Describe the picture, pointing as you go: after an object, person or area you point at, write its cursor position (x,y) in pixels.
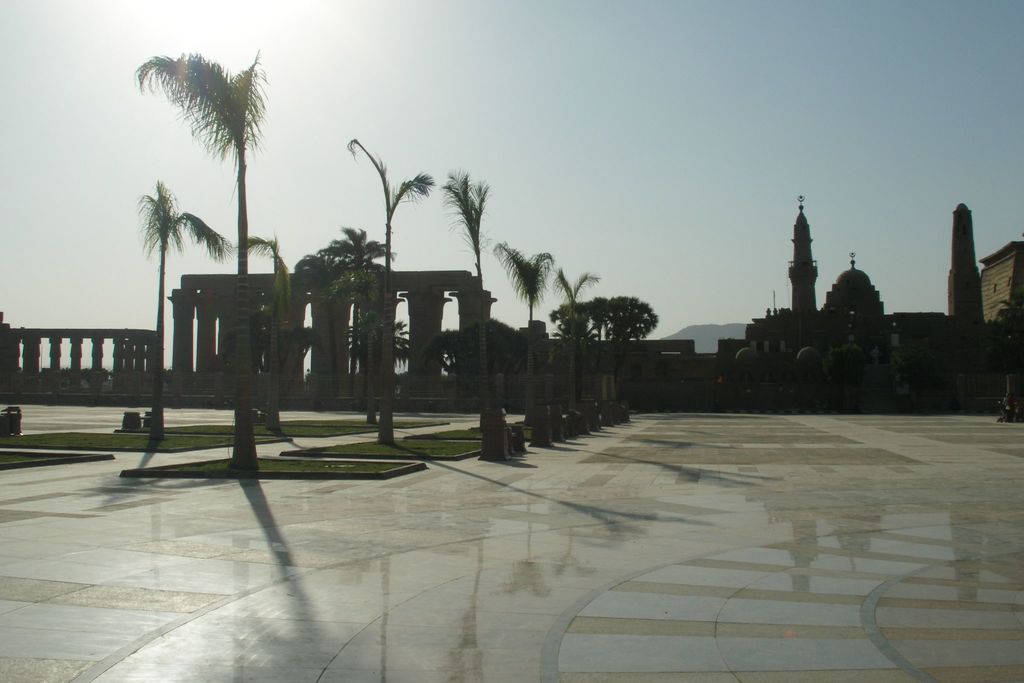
In this image, there are a few buildings (963,293), pillars (199,354), trees (206,84) and plants (901,379). We can also see the ground (823,513) with some objects (1005,396) and grass (334,458). We can also see the sky (635,250).
